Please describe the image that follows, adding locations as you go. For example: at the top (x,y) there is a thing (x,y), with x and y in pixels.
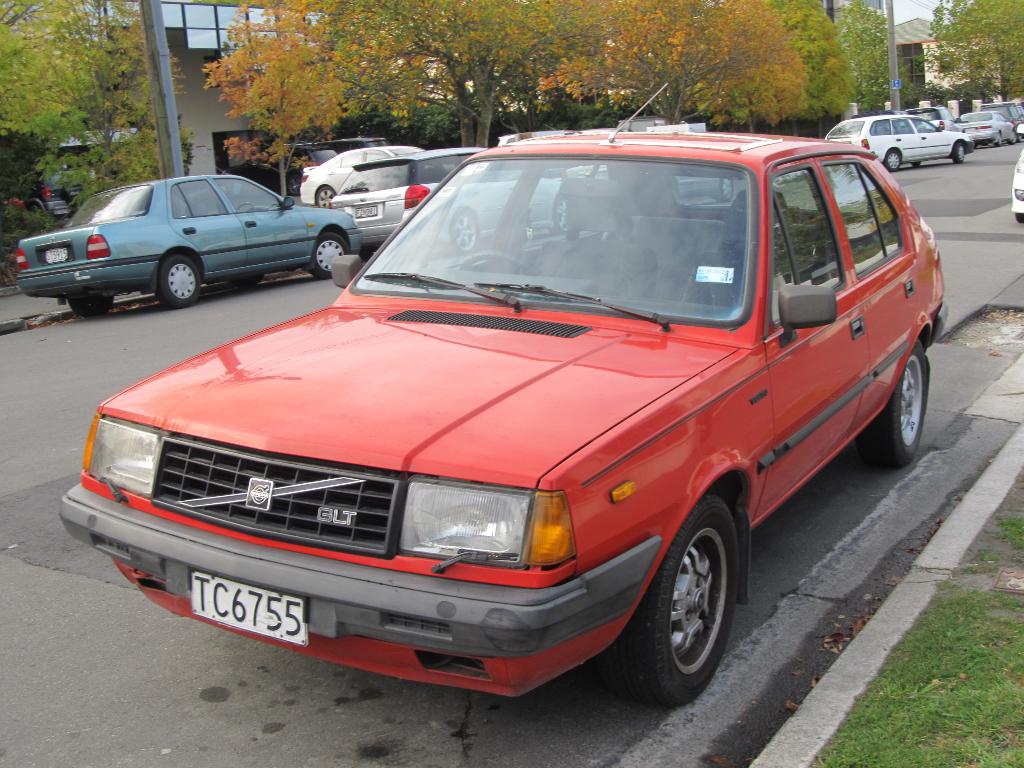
In this picture we can see vehicles (879,266) on the road (997,208), grass (976,617), trees (703,100), poles (167,56) and in the background (214,41) we can see buildings (212,156).
